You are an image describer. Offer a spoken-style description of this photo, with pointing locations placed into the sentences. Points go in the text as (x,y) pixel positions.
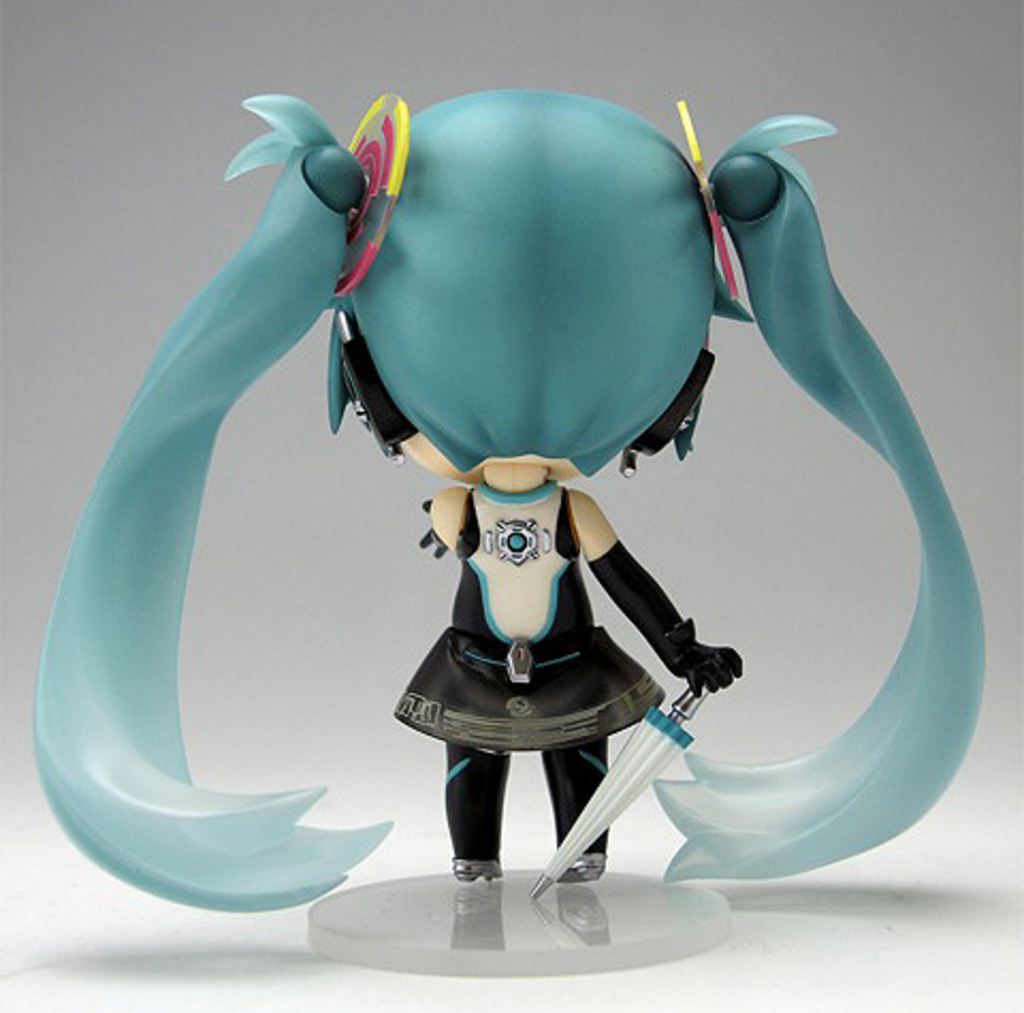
Here in this picture we can see an animated toy (515,321) with an umbrella (633,751) present over a place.
